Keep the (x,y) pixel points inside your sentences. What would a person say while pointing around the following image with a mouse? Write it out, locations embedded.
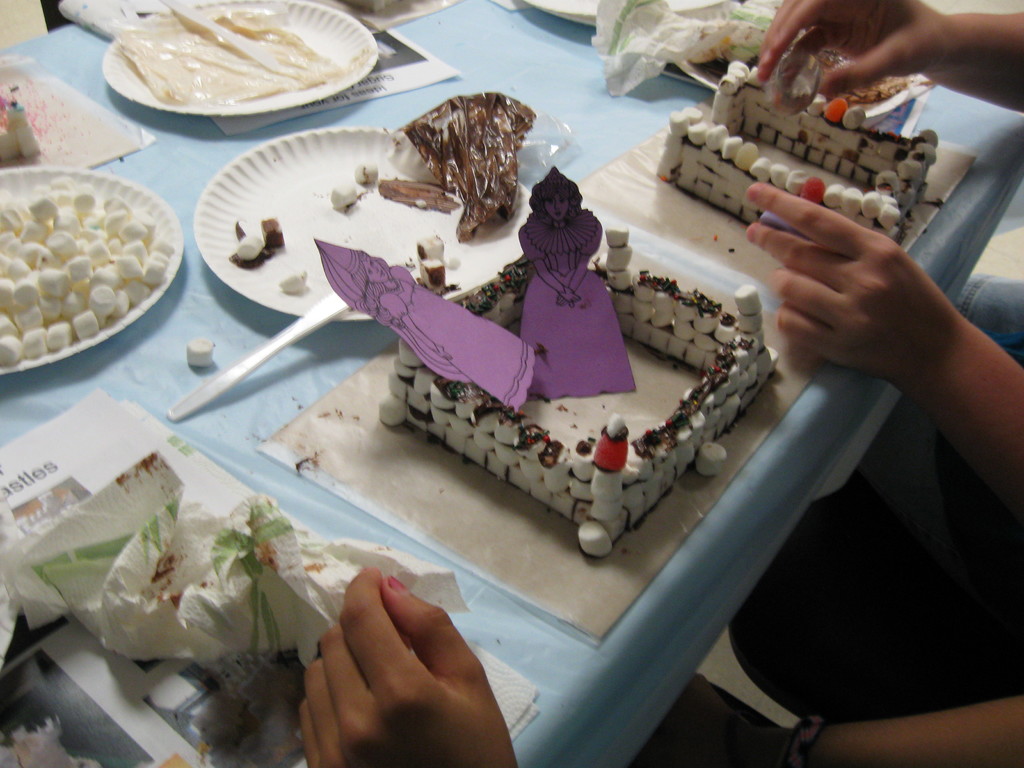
In this picture we can see people's hands (943,69), table (489,62), plates (317,158), spoons (279,340), papers (371,98), covers (525,132) and white color objects (138,262).
